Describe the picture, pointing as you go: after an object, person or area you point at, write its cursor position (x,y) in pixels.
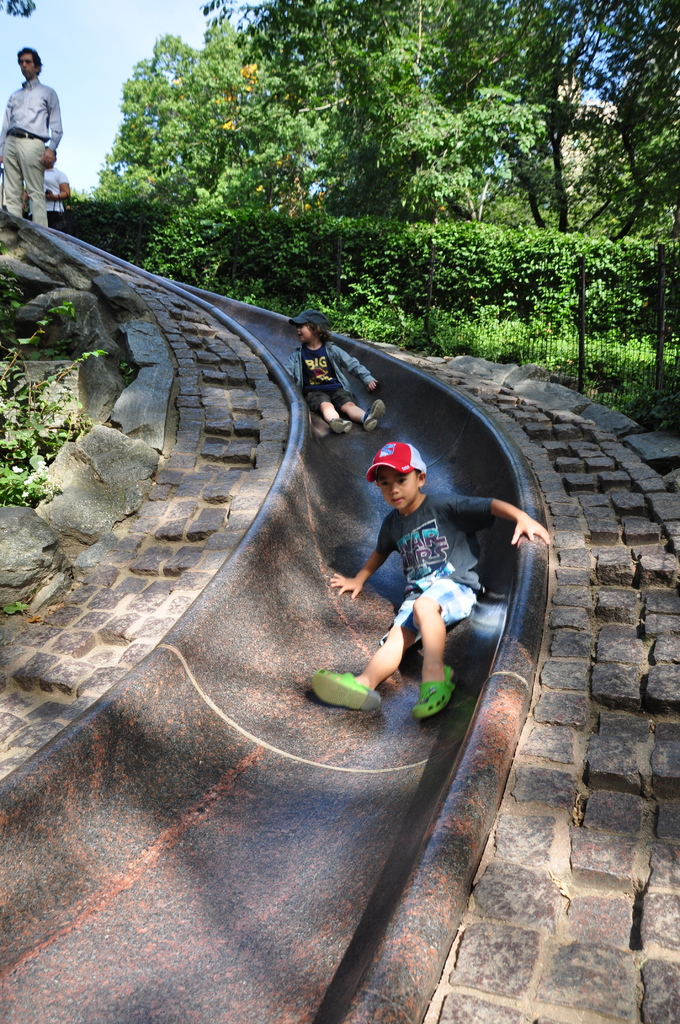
In this picture there are people (412,504), among them there are two kids (436,688) sitting on a slide (339,793) and we can see plants (418,319) and trees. In the background of the image (92,118) we can see the sky (99,113).
